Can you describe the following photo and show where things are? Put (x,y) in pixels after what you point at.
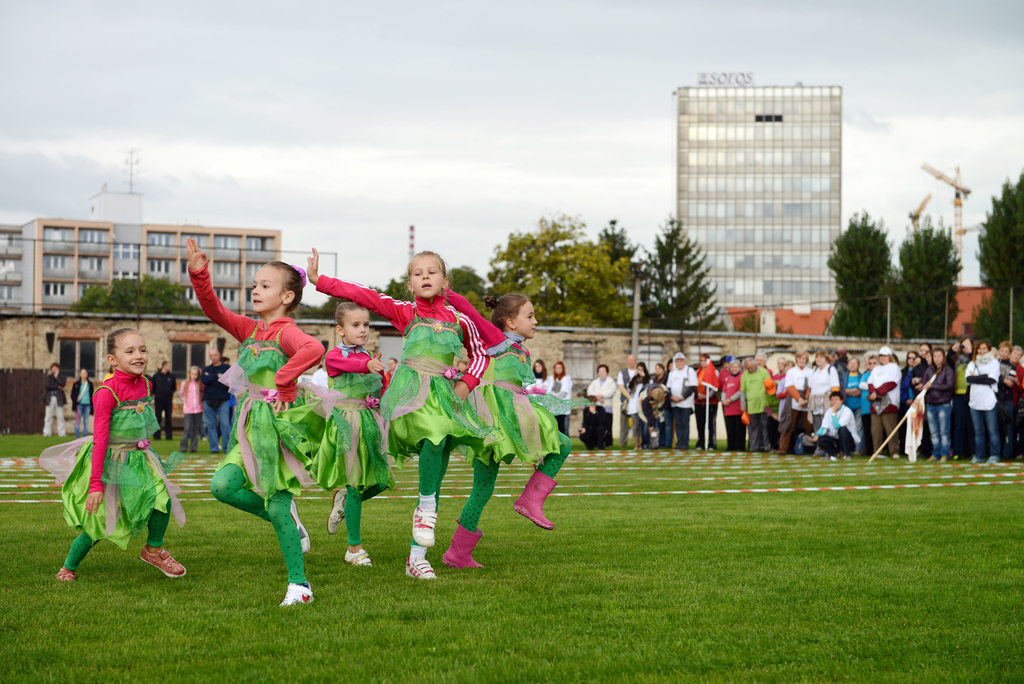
In this image, we can see some girls (278,498) dancing and in the background (640,388), there are many people (886,429) standing, and there are trees (1000,257) and buildings (757,261) and poles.
